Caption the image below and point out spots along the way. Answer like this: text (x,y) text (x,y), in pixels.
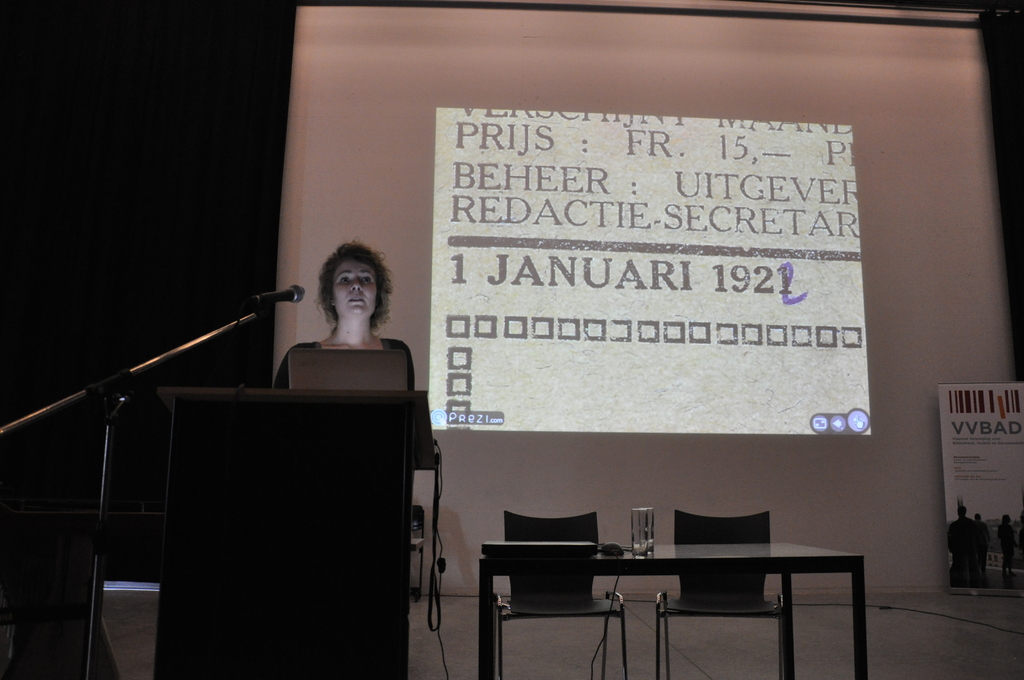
In this image in the center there is a table (666,568) and on the table (690,567) there are glasses (641,539) and there is an object (556,554) which is black in colour and there are chairs (577,604). On the left side (317,506) there is a podium (312,456) and on the podium (309,400) there is a laptop (327,365), there is a mic (274,301) and there is a woman (346,322) standing. In the background (786,300) there is a screen (837,280), on the screen (605,232) there are some texts (677,289) displaying and on the right side (1003,475) there is a banner (982,484) with some text (983,476) written on it.
